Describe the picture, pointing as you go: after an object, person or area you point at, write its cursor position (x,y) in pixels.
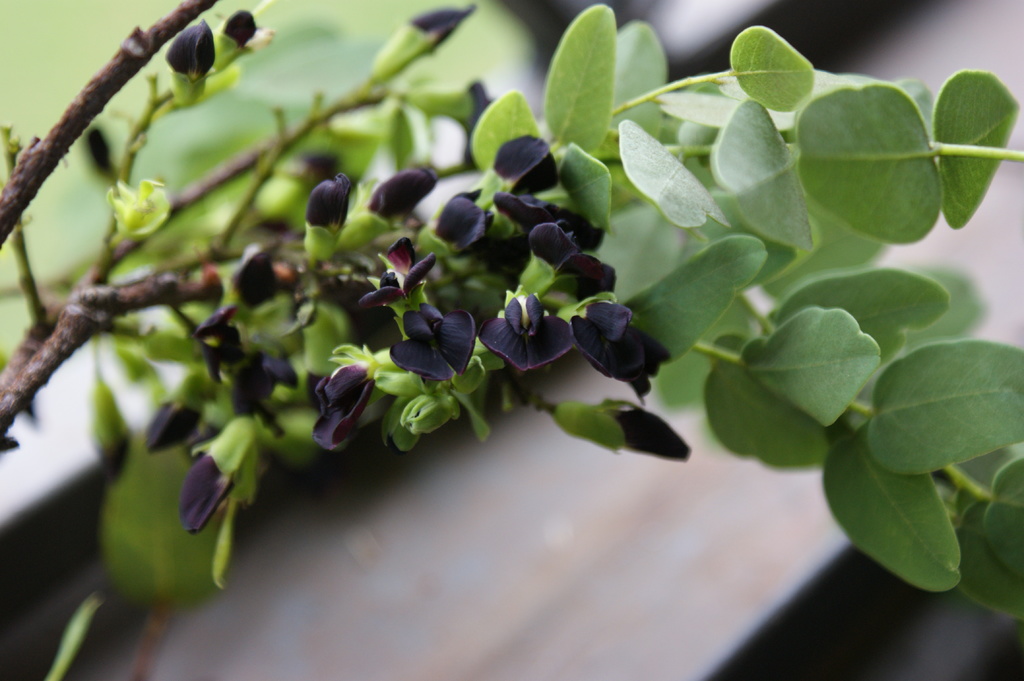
In this image there are flowers (466,326) and plants (960,386) and the background (860,27) is blurry.
